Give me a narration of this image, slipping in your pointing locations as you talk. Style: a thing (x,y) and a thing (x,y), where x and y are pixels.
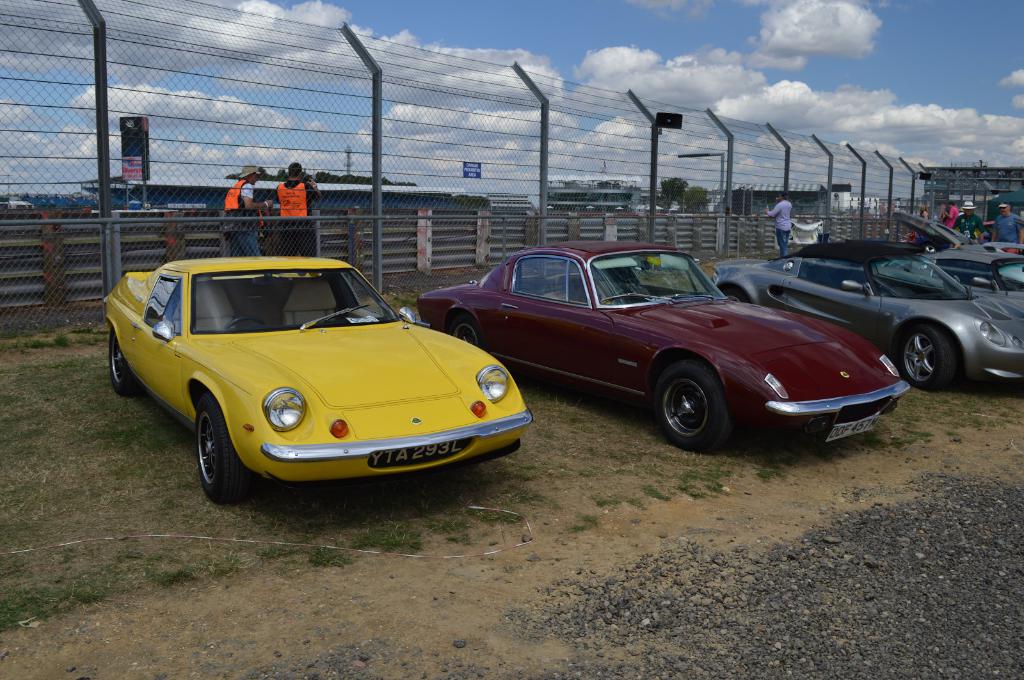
the picture is taken in a parking lot (233,506). In the foreground of the picture (573,350) there are cars (479,307), grass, stones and soil (529,501). In the center of the picture (413,233) there are people (293,222) standing and there is fencing (755,139), beside the fencing (428,214) there are trees (359,181) and building (335,185). Sky (503,58) is cloudy.
